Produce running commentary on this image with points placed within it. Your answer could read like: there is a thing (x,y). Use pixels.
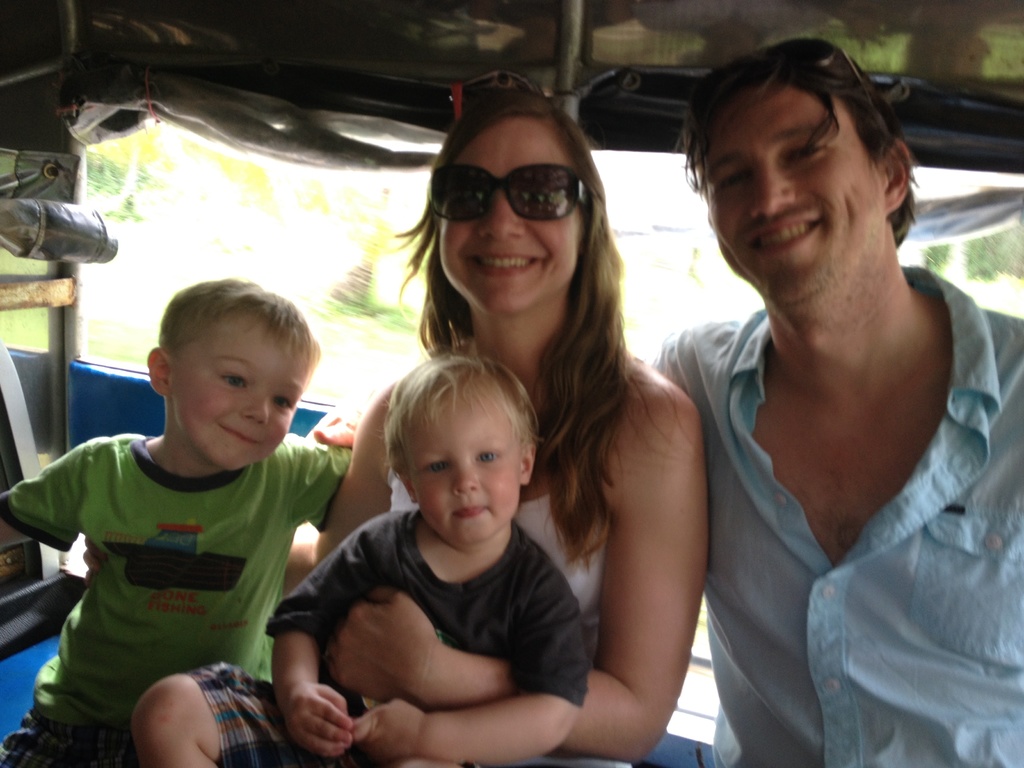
In the center of the image (526,460) there are two persons (535,473) and two kids (317,504). In the background of the image (242,273) there are trees (126,189). At the top of the image (498,30) there is a cover (124,53).
